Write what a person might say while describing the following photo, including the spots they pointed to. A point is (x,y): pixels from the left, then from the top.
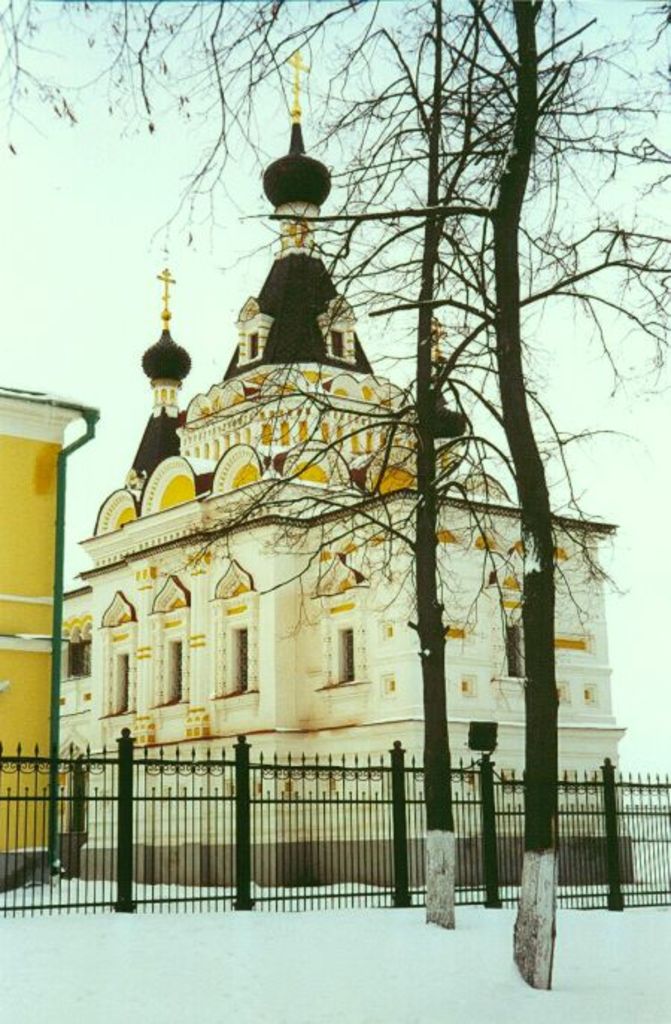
In the center of the image (264,563) there are buildings (265,610). At the bottom (168,816) there is a fence (600,787) and snow (341,957) and we can see trees (548,798). In the background (194,242) there is sky (97,226).
